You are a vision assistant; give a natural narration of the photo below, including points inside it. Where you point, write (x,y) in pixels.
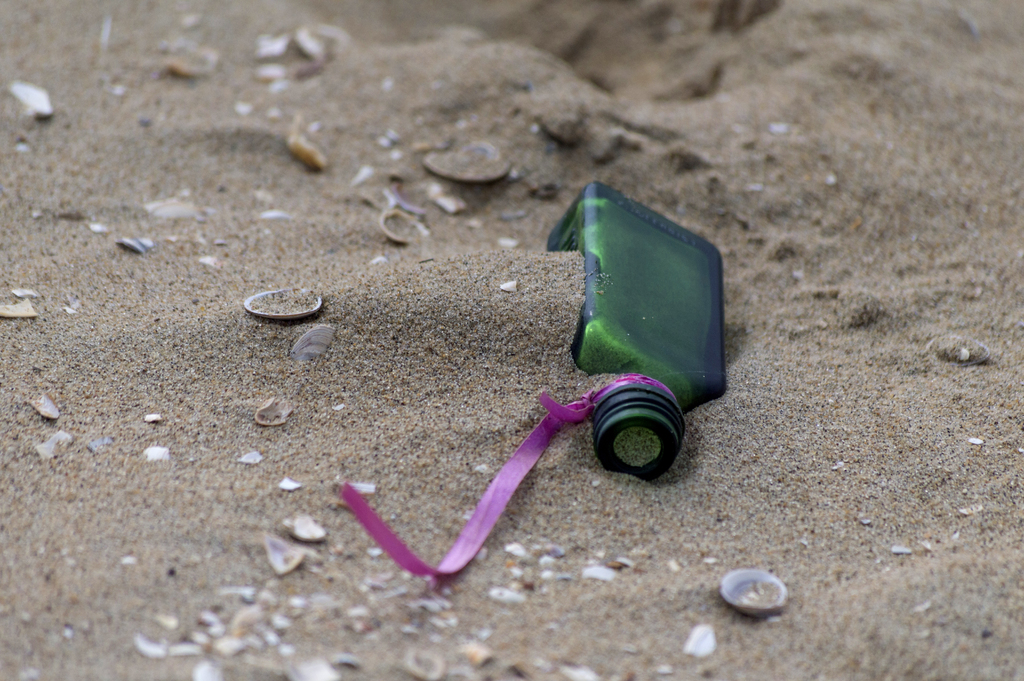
In this image I can see a bottle (613,308) in the sand (342,349).
